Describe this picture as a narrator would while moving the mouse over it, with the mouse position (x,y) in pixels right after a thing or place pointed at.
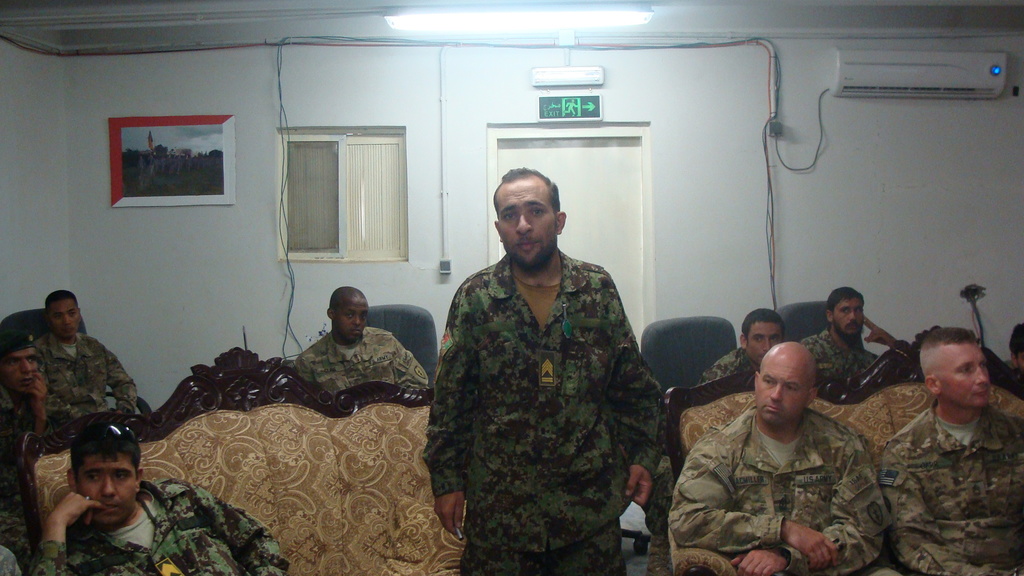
In this picture we can see some army people (230,511) are sitting in the chairs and couch (289,502), among them one person (499,545) is standing and talking.
